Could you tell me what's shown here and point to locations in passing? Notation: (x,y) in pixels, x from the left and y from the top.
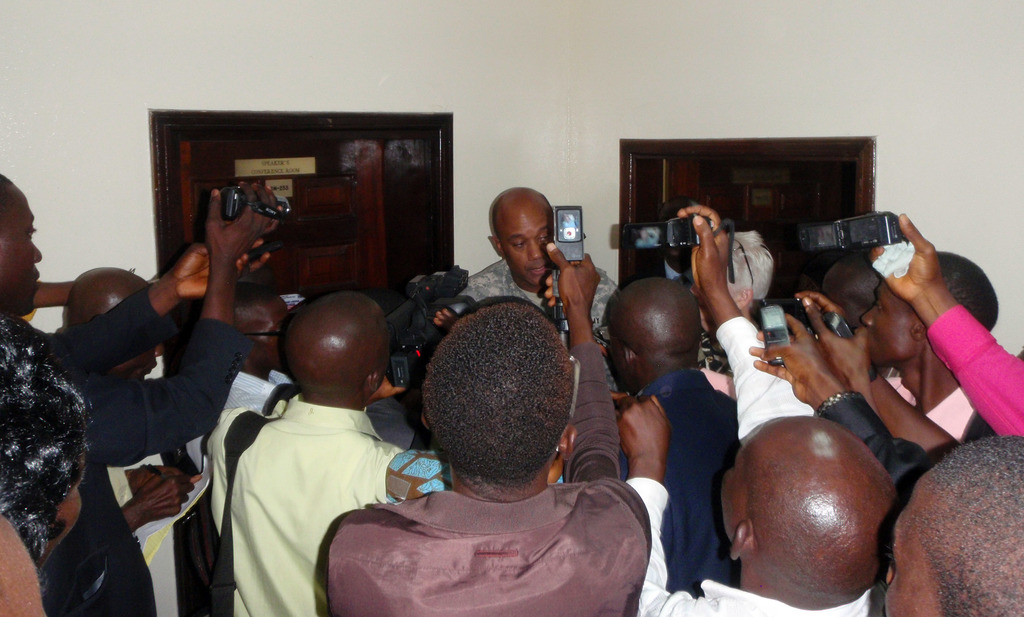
In this image I can see number of persons (427,466) are standing and holding cameras (679,233) and mobiles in their hands (830,350). I can see a person (532,278) wearing military uniform (496,293) is standing and in the background (532,76) I can see the white colored wall (544,82) and two brown colored doors (419,181).
